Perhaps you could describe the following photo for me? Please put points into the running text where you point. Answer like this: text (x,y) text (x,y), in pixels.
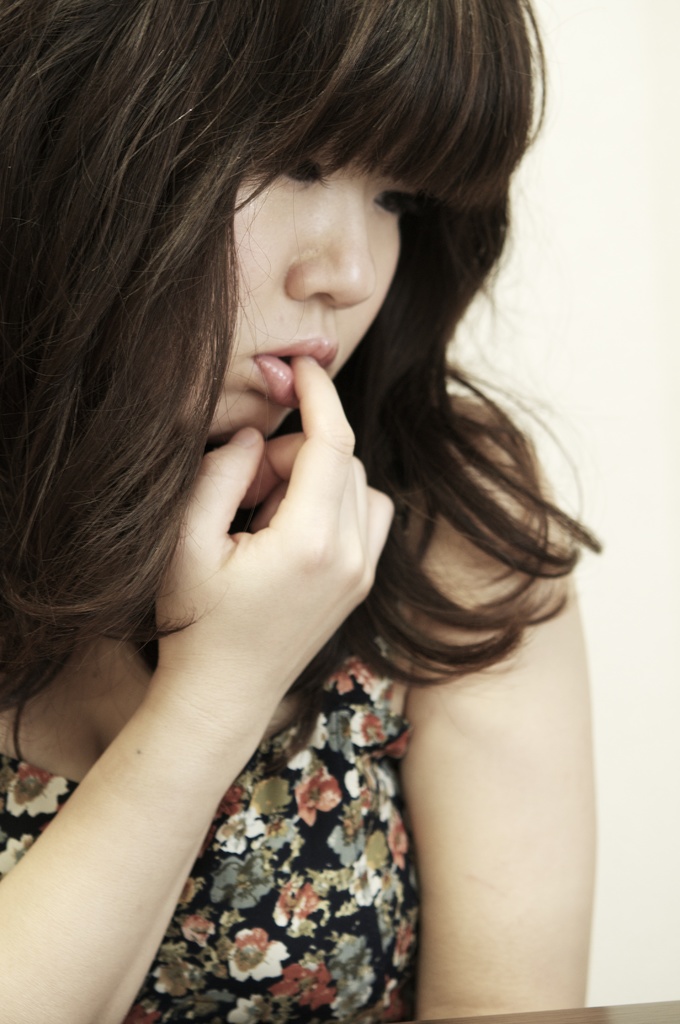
In this image I can see a woman (411,624) in the front (448,713). I can also see white colour in the background (587,608) and on her dress (248,821) I can see design of flowers (298,819).
